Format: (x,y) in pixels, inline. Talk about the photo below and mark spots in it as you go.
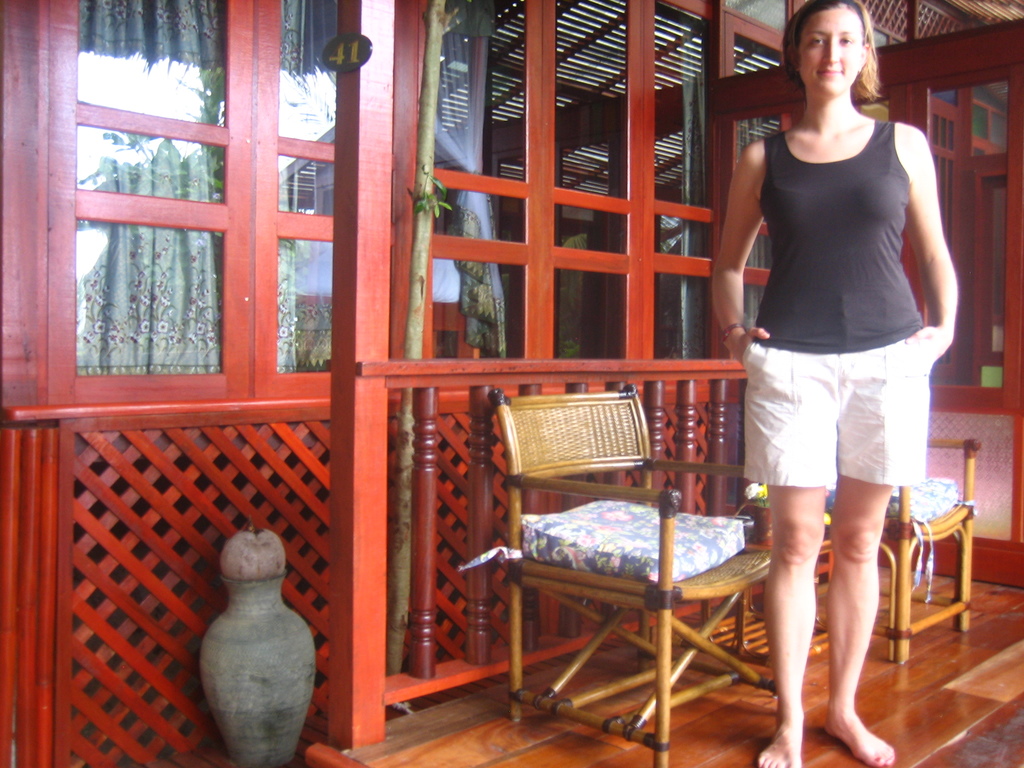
In this is image I can see a woman (827,313) standing wearing a black T-Shirt (866,276) and a white short (876,398). There are two chairs (653,469) with a cushion (681,553) on it. I can see a small pot (262,615). At background (328,366) I can see a red colored door (277,264) with glasses (313,258) and this is a bamboo stick (421,259) which is placed there.
